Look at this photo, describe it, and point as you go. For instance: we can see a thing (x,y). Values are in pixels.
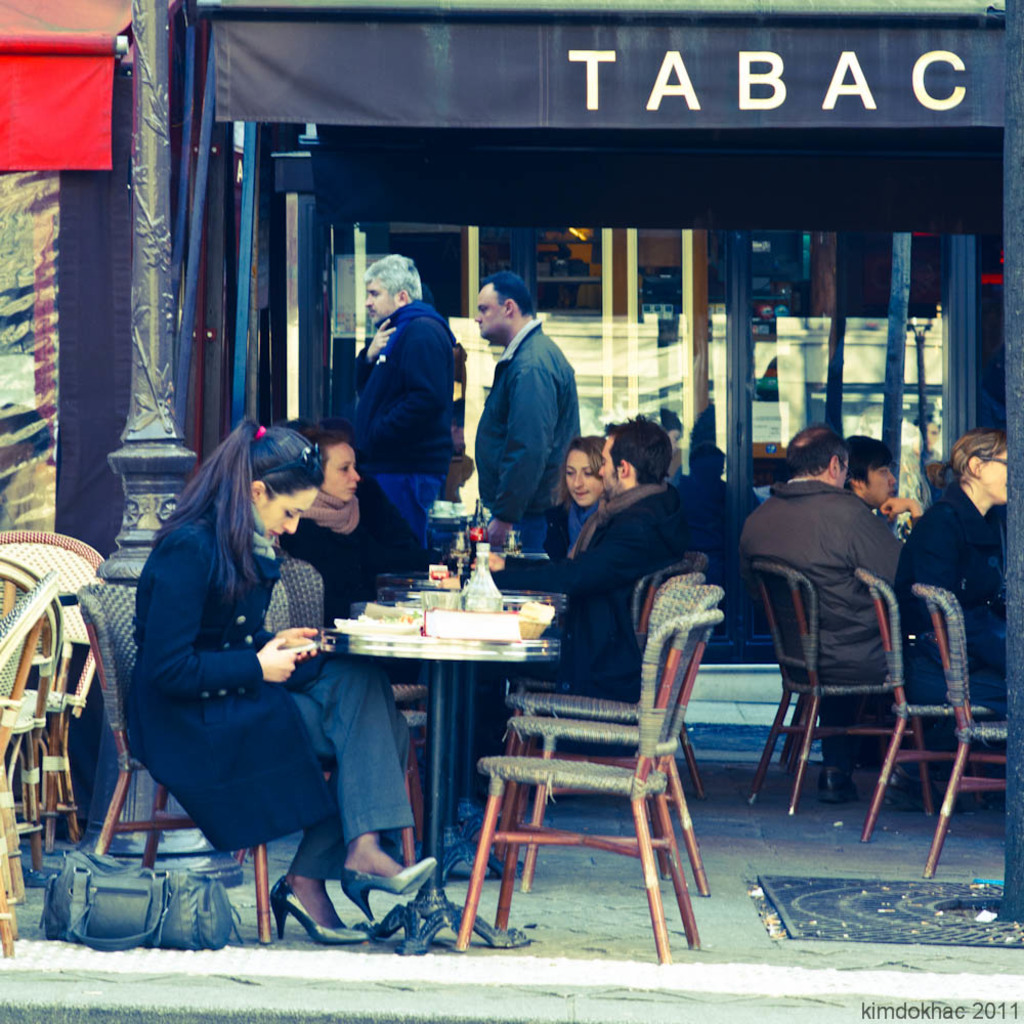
In this picture we can see a group of people (585,576) some are sitting on chairs (759,604) and some are standing and in front of them there is table (447,641) and on table (404,641) we can see plates (408,626), basket (530,625), bowl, bottles (480,573) beside to them we have bags (169,879) and chairs (82,607) and in background (143,132) we can see pillar (135,149), glass (838,256), sun shade (532,91).
